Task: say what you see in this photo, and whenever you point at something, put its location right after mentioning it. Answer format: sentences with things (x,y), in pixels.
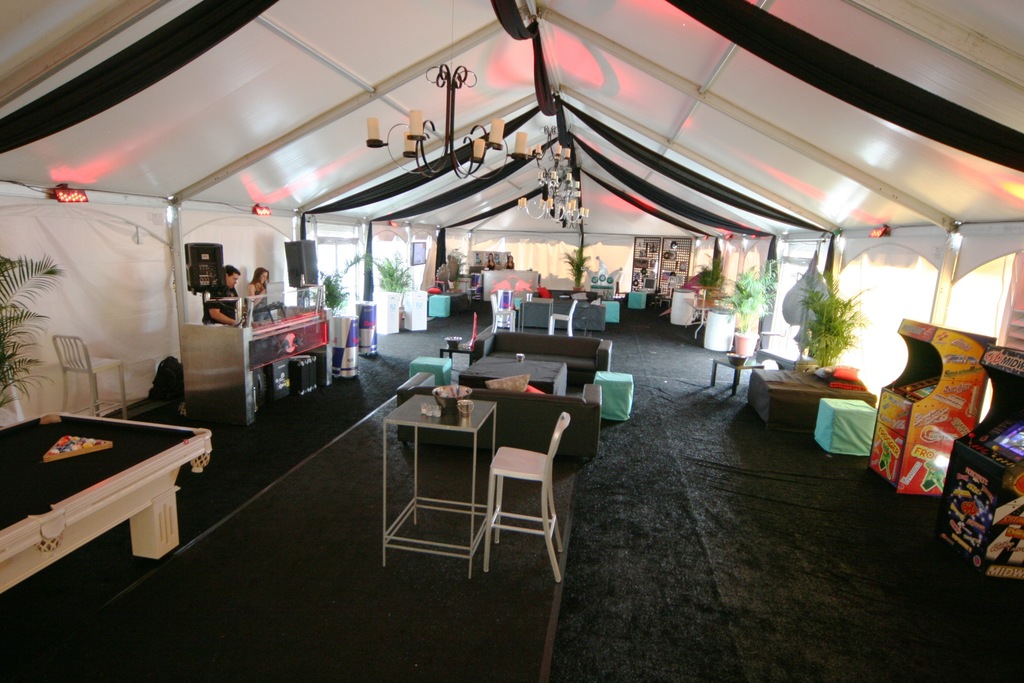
In this picture I can see the pool table (95,483) on the left side (2,456) and I see 2 persons (258,281) near to a table (202,396) and on the right side of this picture (899,395) I can see 2 video game machines (975,405). In the middle of this picture (549,443) I can see sofas (530,430), chairs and I can see the plants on both the sides of this picture. On the top of this picture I can see the lights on the ceiling (475,97) and I see few tables (545,374).
